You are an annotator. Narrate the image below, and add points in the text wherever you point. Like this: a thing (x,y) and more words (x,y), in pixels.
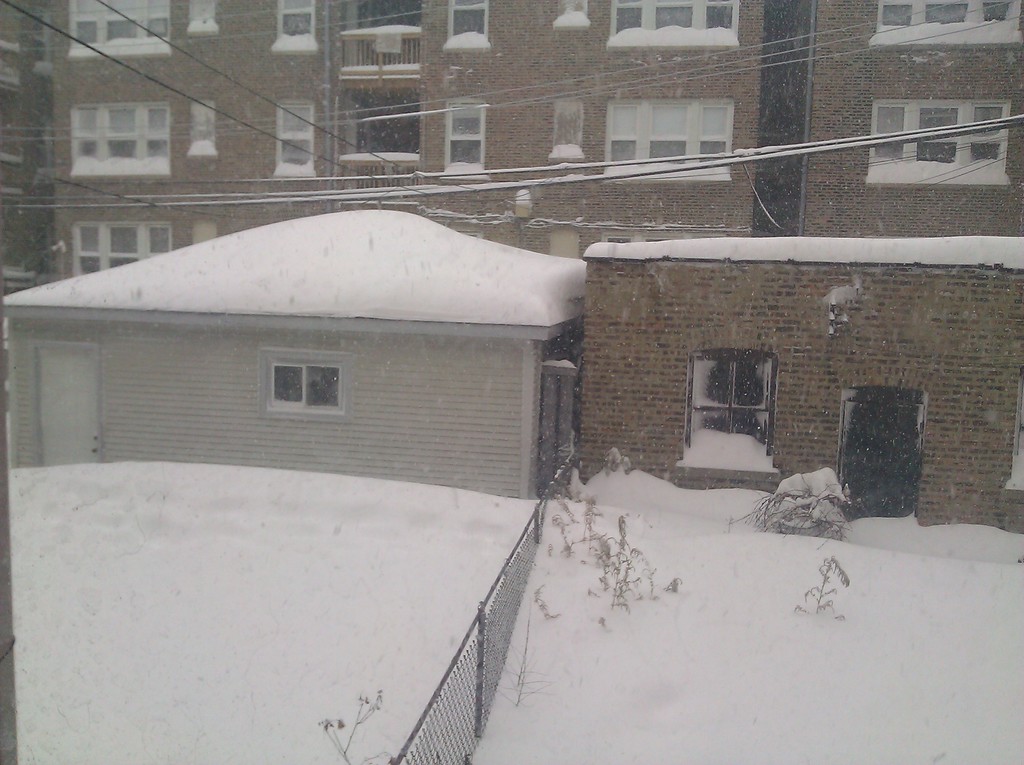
In the center (559,490), there are plants (566,515) and a fence (521,587) on a snowy surface (376,591). In the background (868,380), there are cables (199,104) and there are buildings (853,82) which are having windows (725,379).
